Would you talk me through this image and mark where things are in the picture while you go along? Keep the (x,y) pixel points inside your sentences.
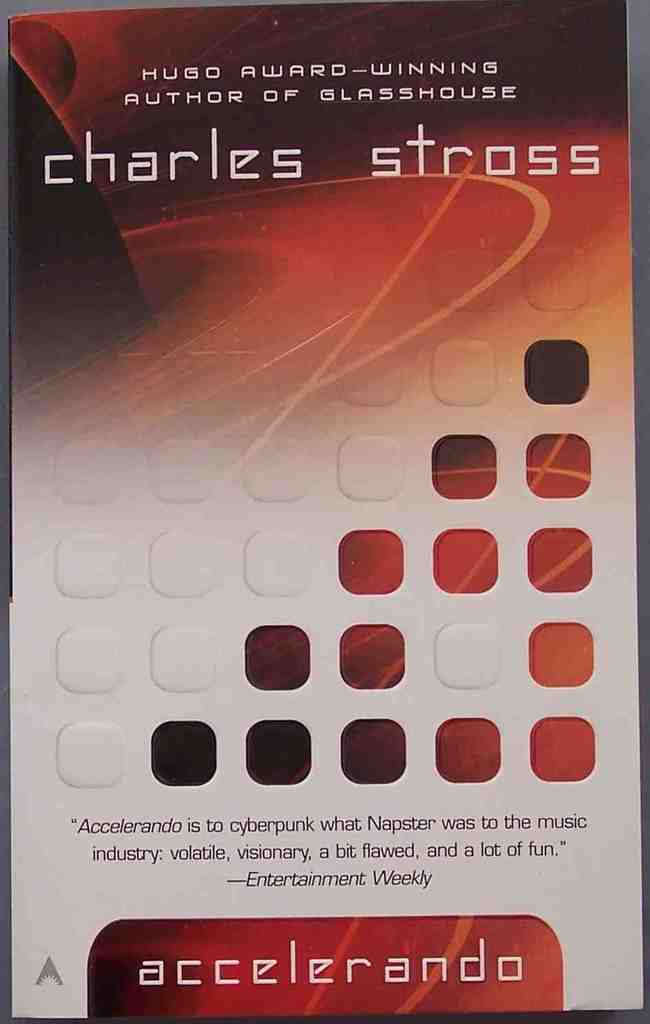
In this picture, it looks like a book (139,499) and on the book (173,311) there are words (407,820).
